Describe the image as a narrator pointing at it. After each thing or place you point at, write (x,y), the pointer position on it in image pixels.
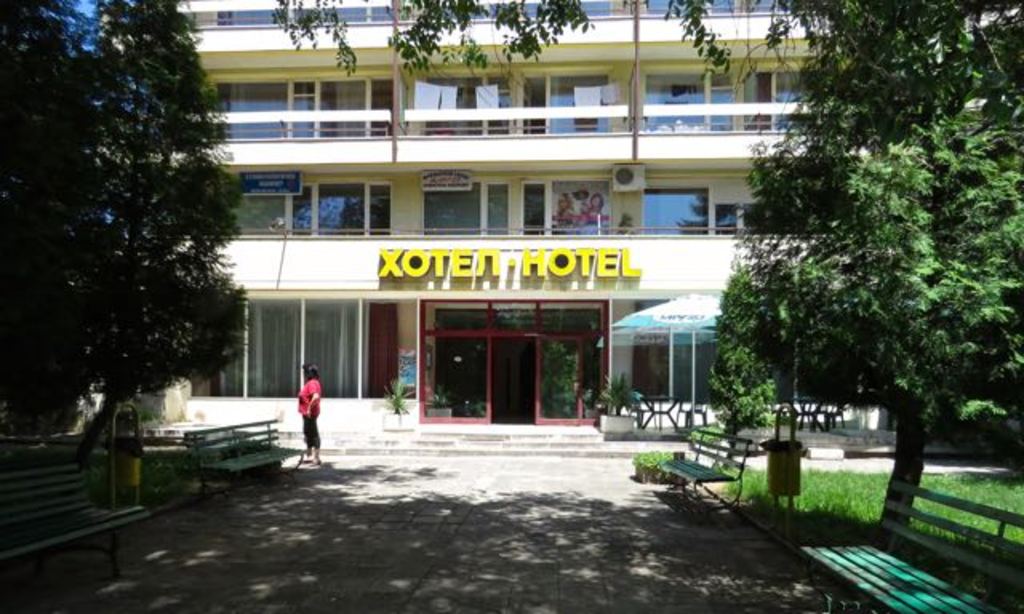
In this picture there is a building (515,187) which has xoten hotel (626,269) written on it and there is a woman (307,403) standing in front of it and there are two benches (243,461) and trees (980,347) on either sides of it.
